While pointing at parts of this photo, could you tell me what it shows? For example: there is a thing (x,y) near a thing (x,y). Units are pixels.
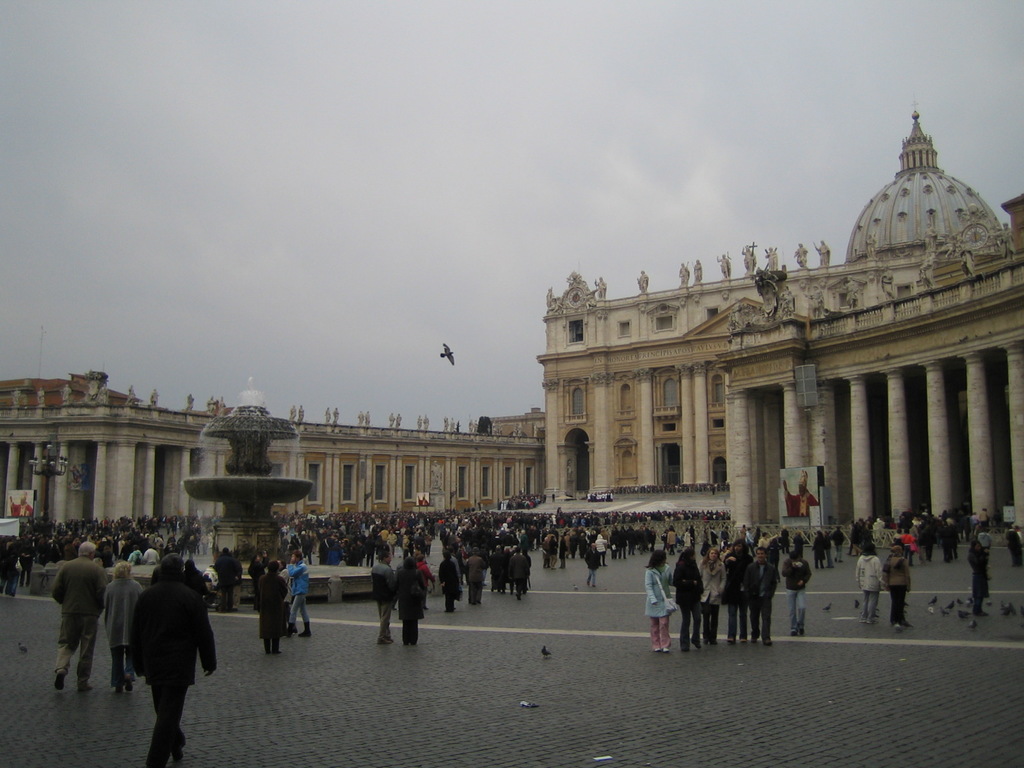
In this image we can see crowd (422,544). In the back (262,511) there is a fountain (243,467). In the background (132,462) there are buildings (537,450) with pillars (737,427). On the building (623,307) there are statues (302,406). Also there is sky (540,142). And there is a bird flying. On the ground (547,637) there are birds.
